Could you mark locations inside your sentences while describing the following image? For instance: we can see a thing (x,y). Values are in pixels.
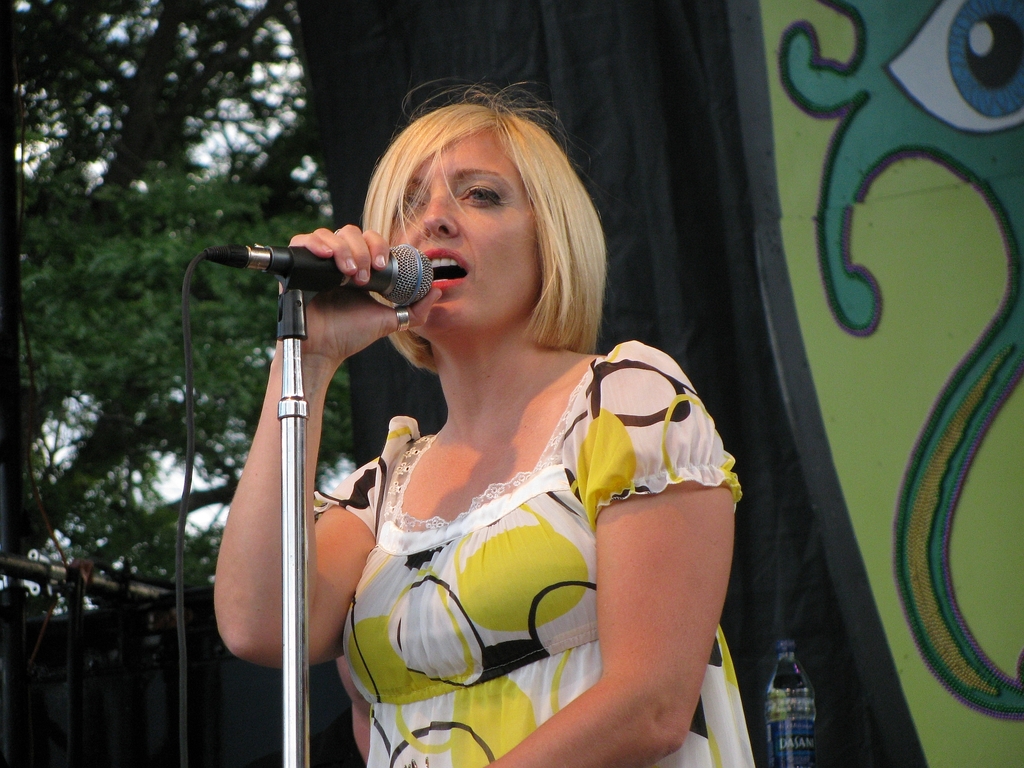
In this picture, there is a woman (434,502) singing on the mike (322,262) which is before her. She is wearing yellow and white dress (457,616). Behind her, there is a bottle (780,704). In the background (183,261), there are trees (57,179) and a board (848,377).
